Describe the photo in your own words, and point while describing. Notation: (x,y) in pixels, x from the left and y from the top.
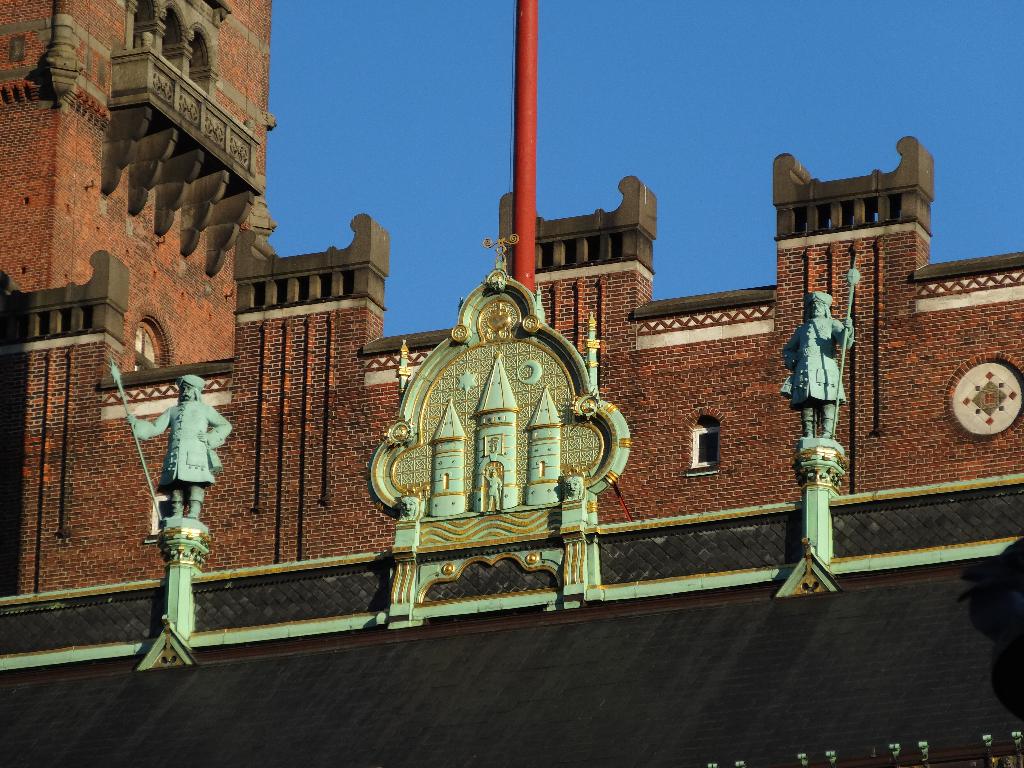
In this image we can see the front view of the building (164,616) and two sculptures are there. In the middle of the image (533,261) one red color pole (521,198) is there. The sky (462,83) is in blue color.
